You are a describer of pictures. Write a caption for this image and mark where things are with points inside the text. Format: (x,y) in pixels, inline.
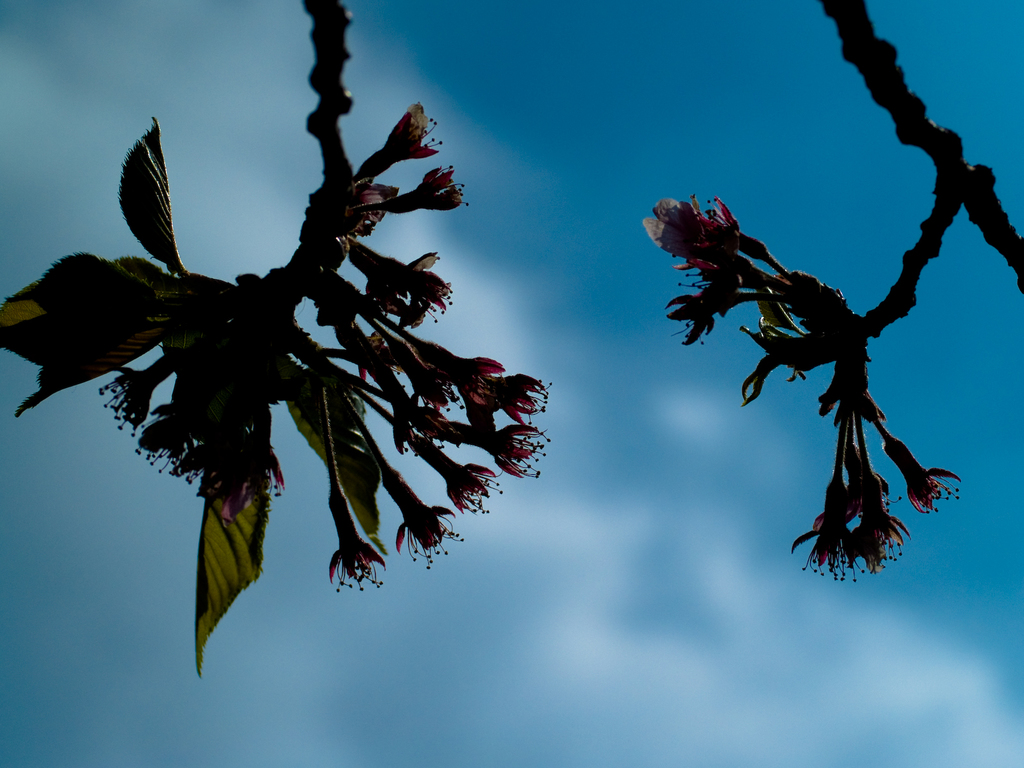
In this image we can see branches (352,296) of a tree (830,333) with some flowers (419,449) and leaves (264,491) and a sky (492,120) in the background (809,152).
